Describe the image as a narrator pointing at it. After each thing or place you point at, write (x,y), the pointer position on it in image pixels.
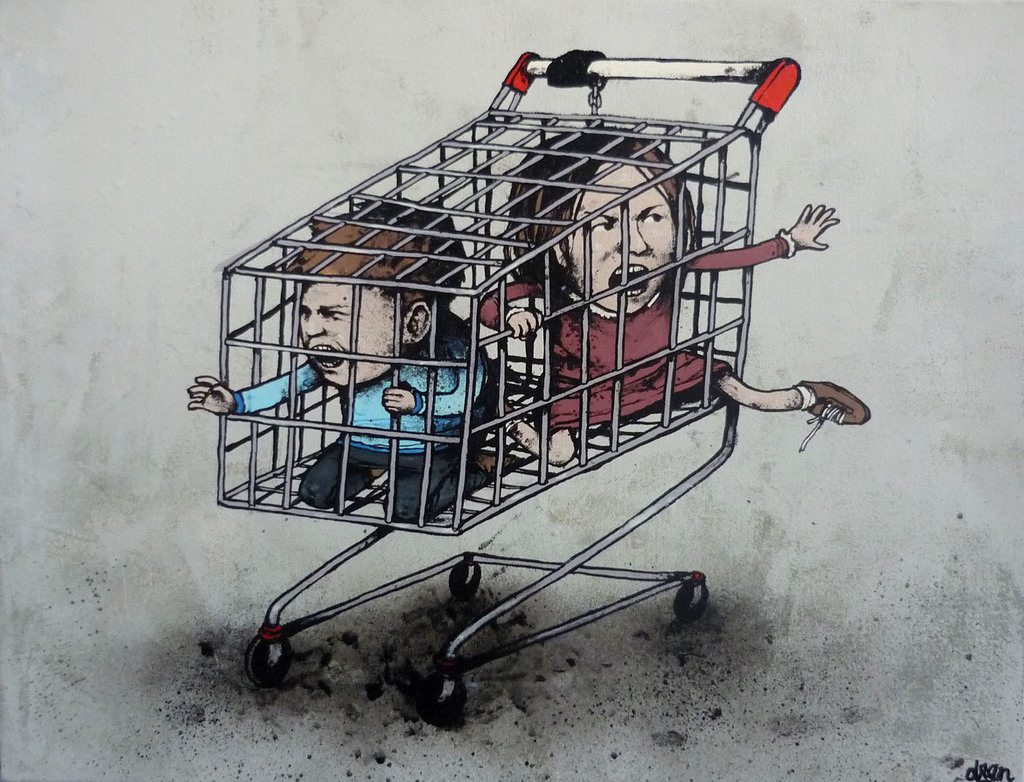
In this picture there is a painting (514,147). In the trolley (669,358) there are two persons (655,319). On the right (689,239) there is a girl (595,266) who is wearing red dress (599,330) and shoe (811,437). Beside her we can see a boy (399,409) who is wearing blue shirt (436,445), trouser (432,484) and shoe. On the bottom right corner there is a watermark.
